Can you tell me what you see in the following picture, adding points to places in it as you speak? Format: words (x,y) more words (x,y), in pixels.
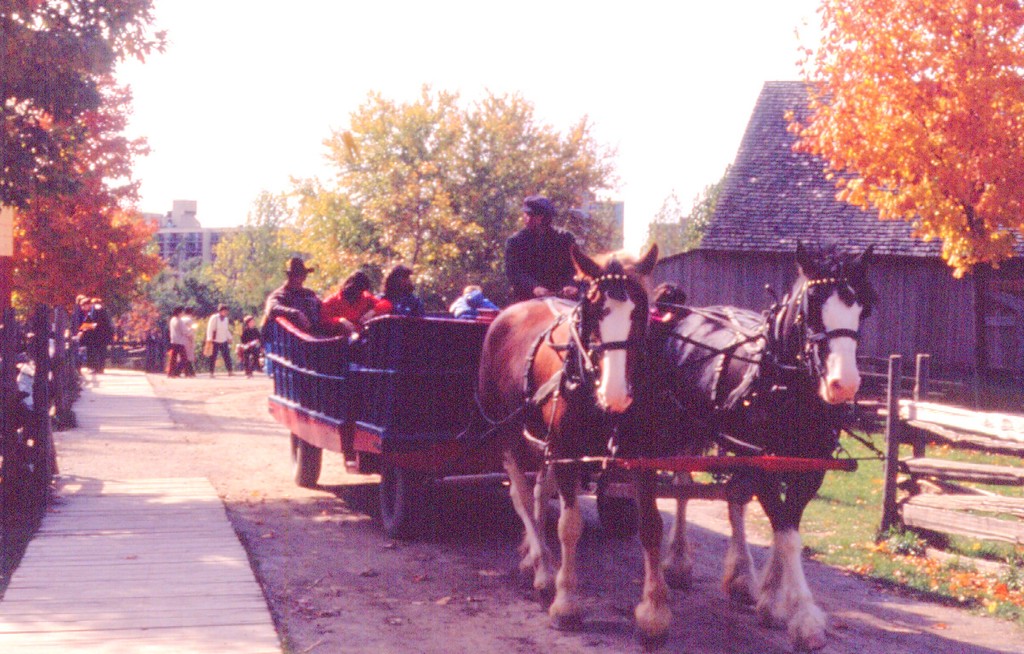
In this image, we can see people (288,280) on the horse cart (394,355) and in the background (311,222), there are trees (428,211), buildings (824,225), some people (107,330), poles (893,412) and a fence (888,398). At the bottom (272,563), there is ground (271,563).
